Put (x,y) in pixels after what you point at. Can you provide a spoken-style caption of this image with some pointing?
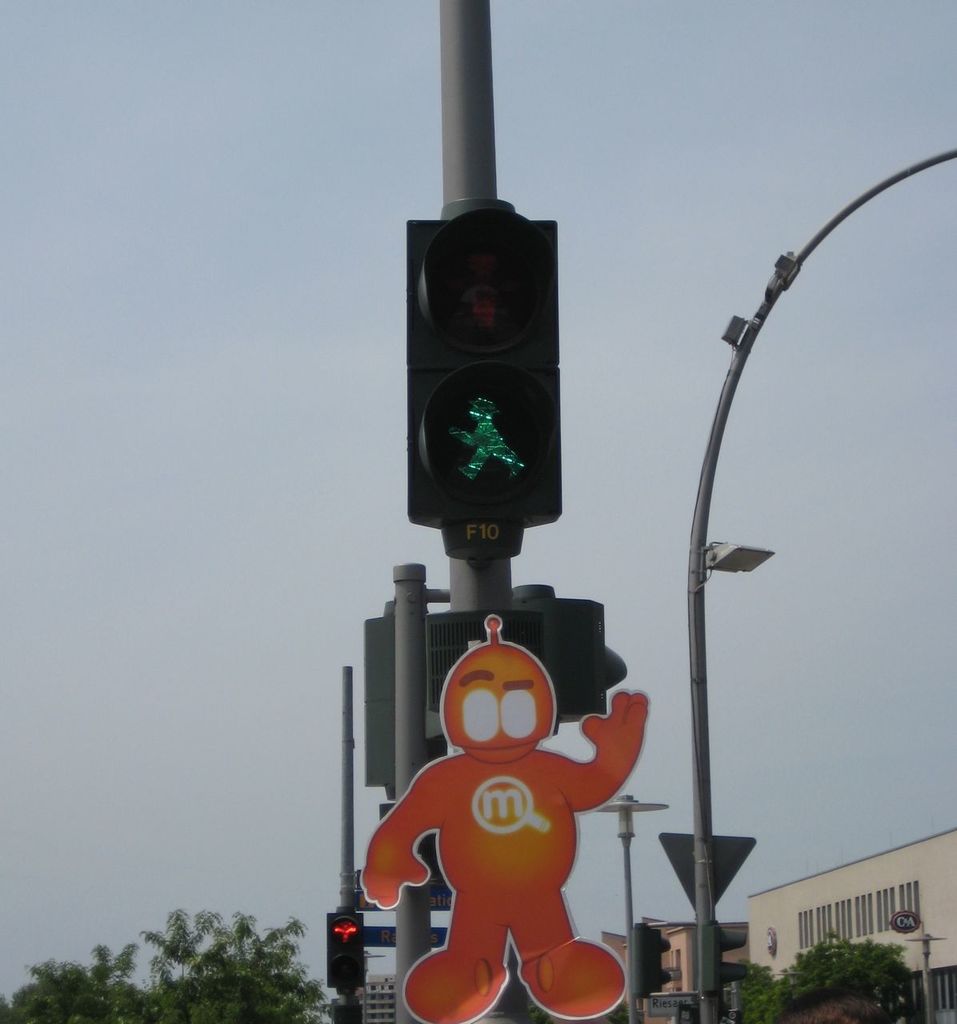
In this image we can see there are buildings (677,948) and traffic lights (456,450) and we can see the sticker (491,785) attached to the pole (419,742) and there are trees (865,973), light pole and the sky (227,503).
